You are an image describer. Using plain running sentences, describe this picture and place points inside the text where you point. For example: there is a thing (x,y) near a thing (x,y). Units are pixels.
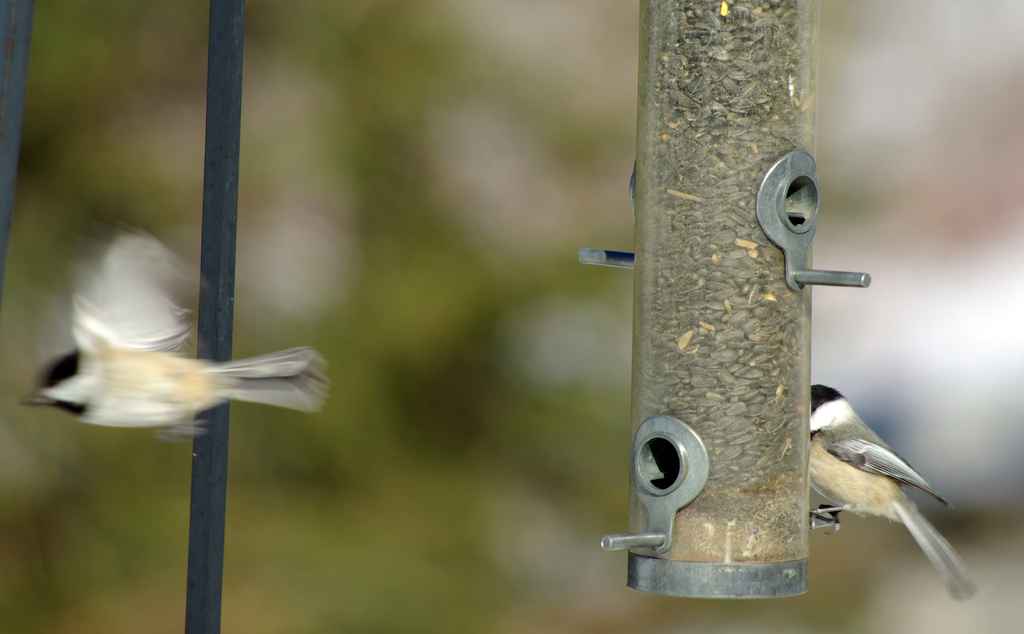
In this image on the right side (841,480) we can see a bird (851,496) on a bird feeder (701,428). On the left side (93,379) there is a bird (97,365) flying in the air (262,435) and there are rods (218,226). In the background (522,122) the image is blur.
